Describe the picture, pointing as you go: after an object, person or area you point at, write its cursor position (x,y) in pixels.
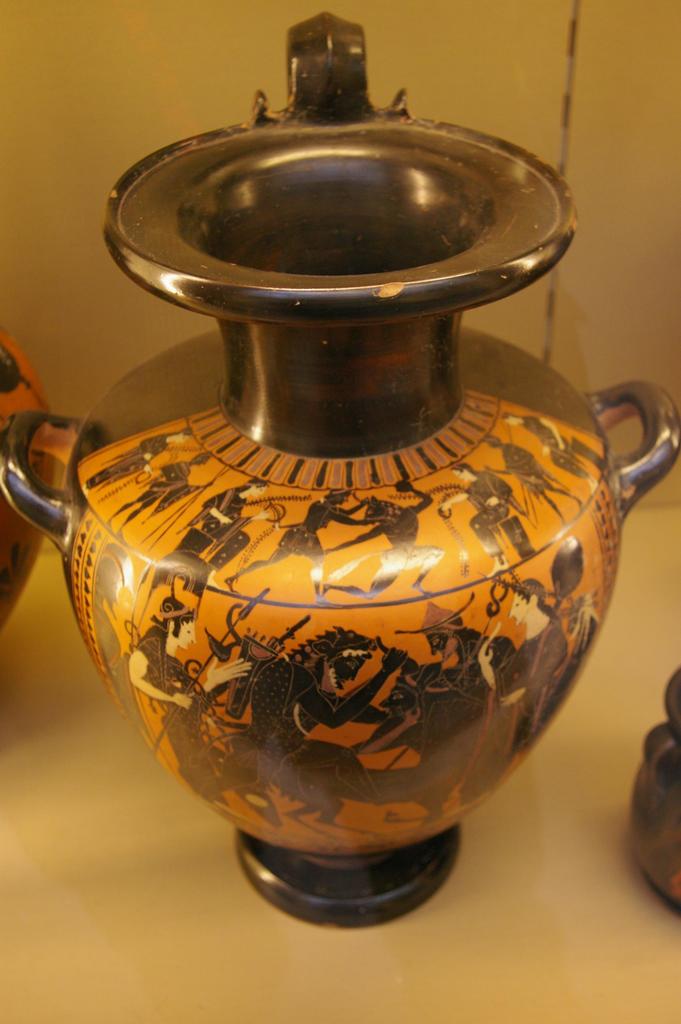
In this picture we can observe a ceramic flower vase (234,432). It is placed on the white color surface (68,882). We can observe a design (162,557) on this flower vase (273,547).
